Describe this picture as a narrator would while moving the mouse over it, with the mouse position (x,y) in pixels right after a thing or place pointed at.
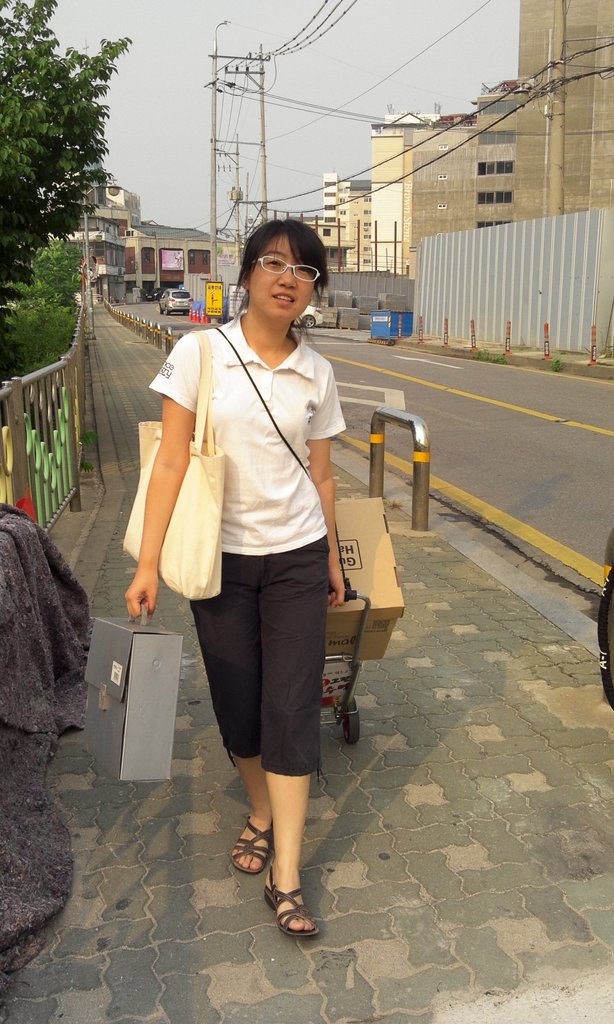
In this image we can see a woman (265,764) wearing a bag (205,519) standing on the pathway (87,769) holding a suitcase (90,732) and a trolley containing a cardboard box (335,618). We can also see a cloth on a fence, a group of plants (55,302), some divider poles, some vehicles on the road (516,458), some buildings (461,198) with windows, a street pole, an utility pole (215,266) with wires (290,129), a wall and the sky (311,134) which looks cloudy.
